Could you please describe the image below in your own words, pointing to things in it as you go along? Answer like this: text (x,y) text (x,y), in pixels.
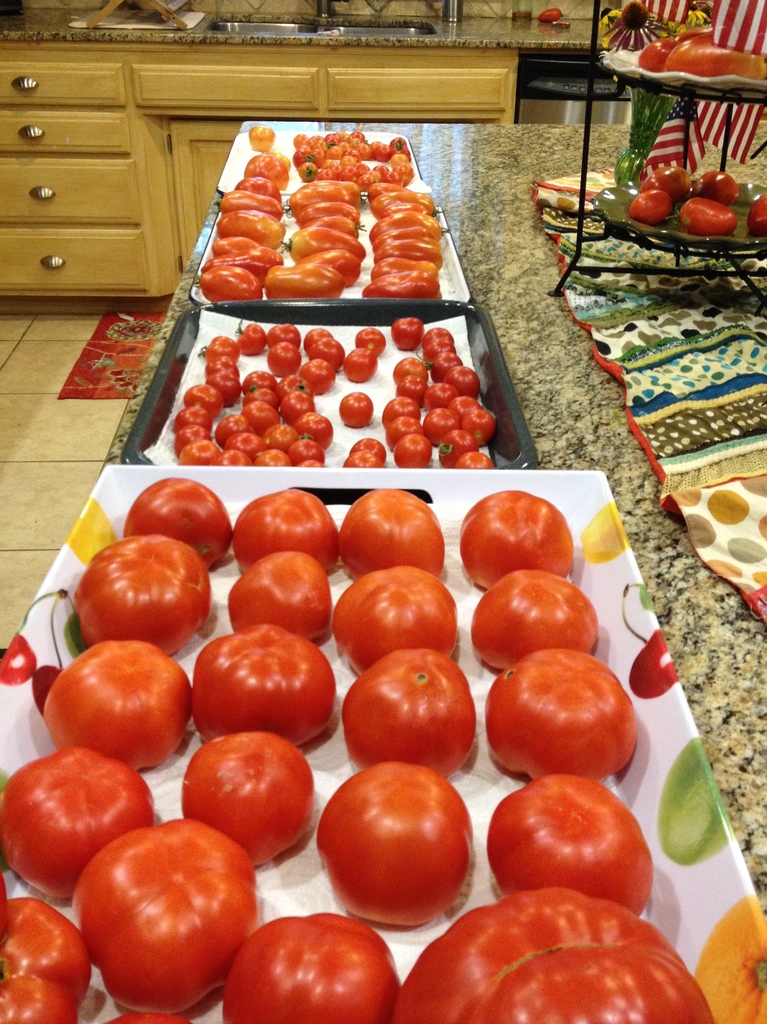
In this picture we can see tomatoes (232,858) placed on many trays (431,304) kept on the kitchen platform (551,248).
